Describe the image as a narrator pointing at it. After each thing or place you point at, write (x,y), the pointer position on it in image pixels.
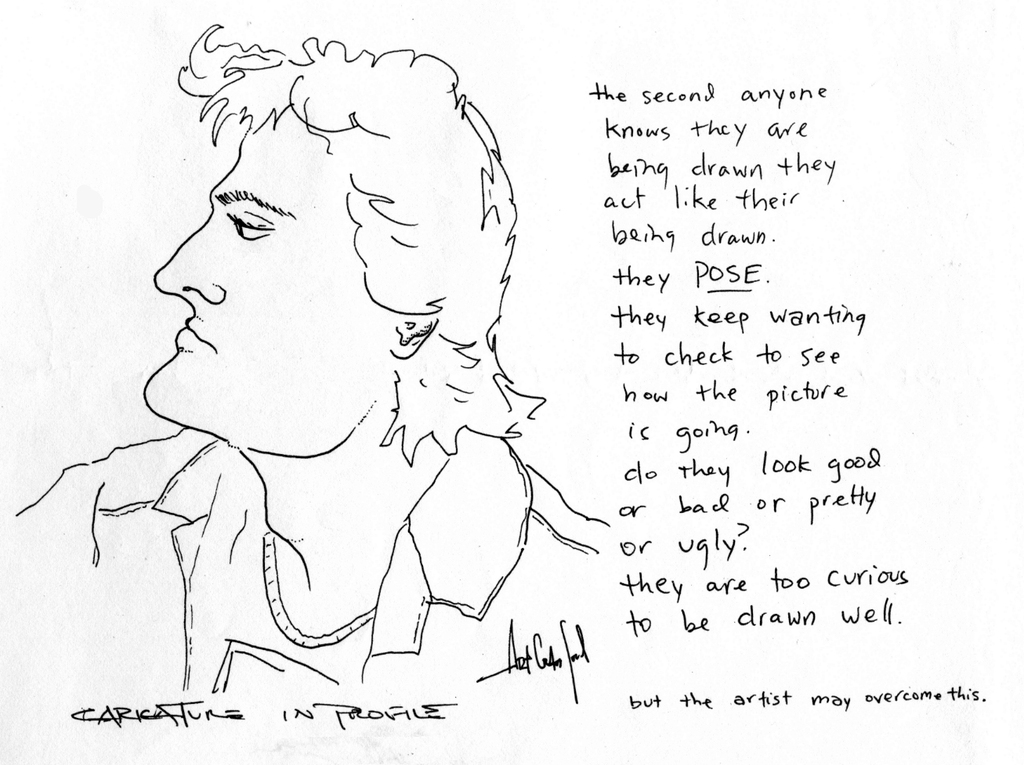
In this image we can see a drawing (369,480) of a person (487,365) and some text (738,137) written on the right side of the image (796,458).
